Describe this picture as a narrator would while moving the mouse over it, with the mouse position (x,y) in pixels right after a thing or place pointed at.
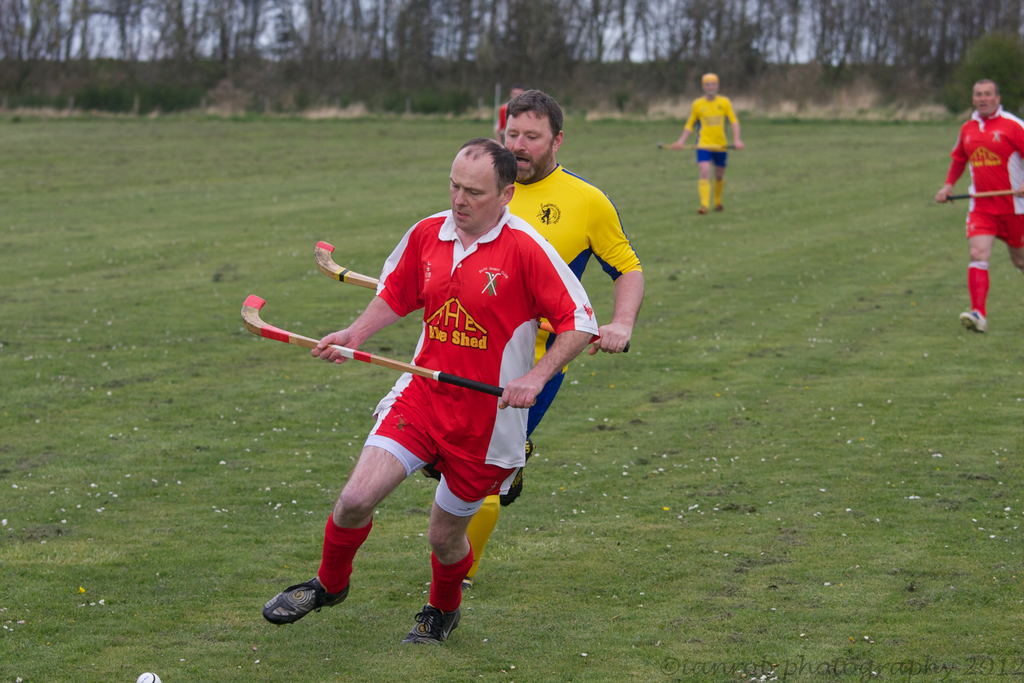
In this image there are some persons (983,217) who are holding some sticks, and it seems that they are playing hockey. At the bottom (393,546) there is grass (659,359), and in the background (268,58) there are some trees (568,82) and some plants (540,82).
